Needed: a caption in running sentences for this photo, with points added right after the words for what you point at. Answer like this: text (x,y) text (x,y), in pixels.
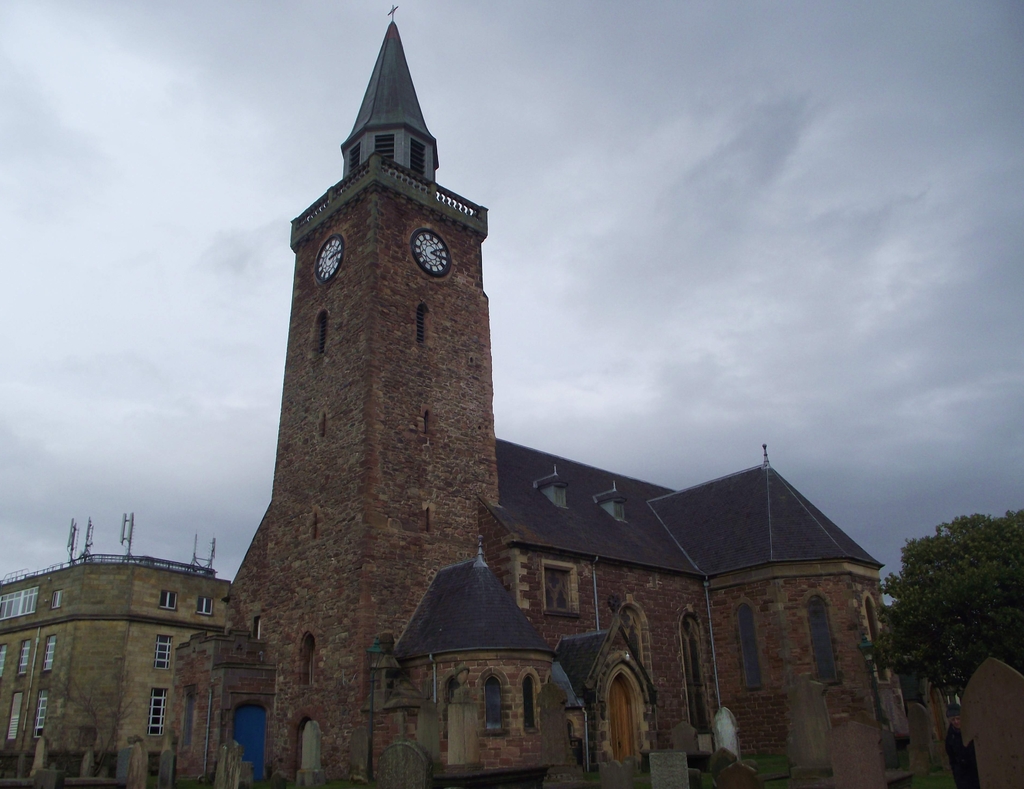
In this image we can see a building (365,627). In front of the building (338,690) there are memorial stones (665,783). Beside the building (404,475) we can see a tree (954,601). On the building (440,427) there are antennas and clocks (435,273). Behind the building (678,508) we can see the sky (235,238).
